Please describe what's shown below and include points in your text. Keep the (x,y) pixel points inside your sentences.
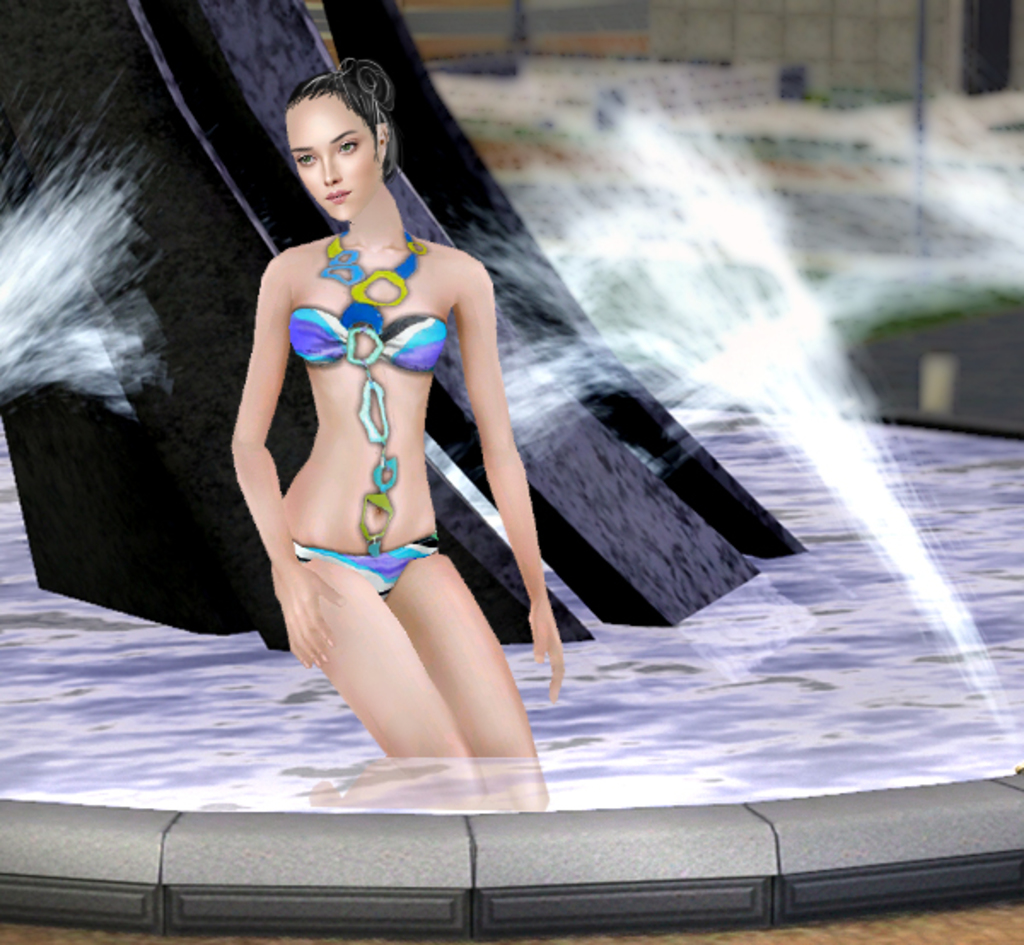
As we can see in the image there is painting (147,295). In painting (366,430) there is building (785,48) and a woman (378,344) standing in water (575,738).
